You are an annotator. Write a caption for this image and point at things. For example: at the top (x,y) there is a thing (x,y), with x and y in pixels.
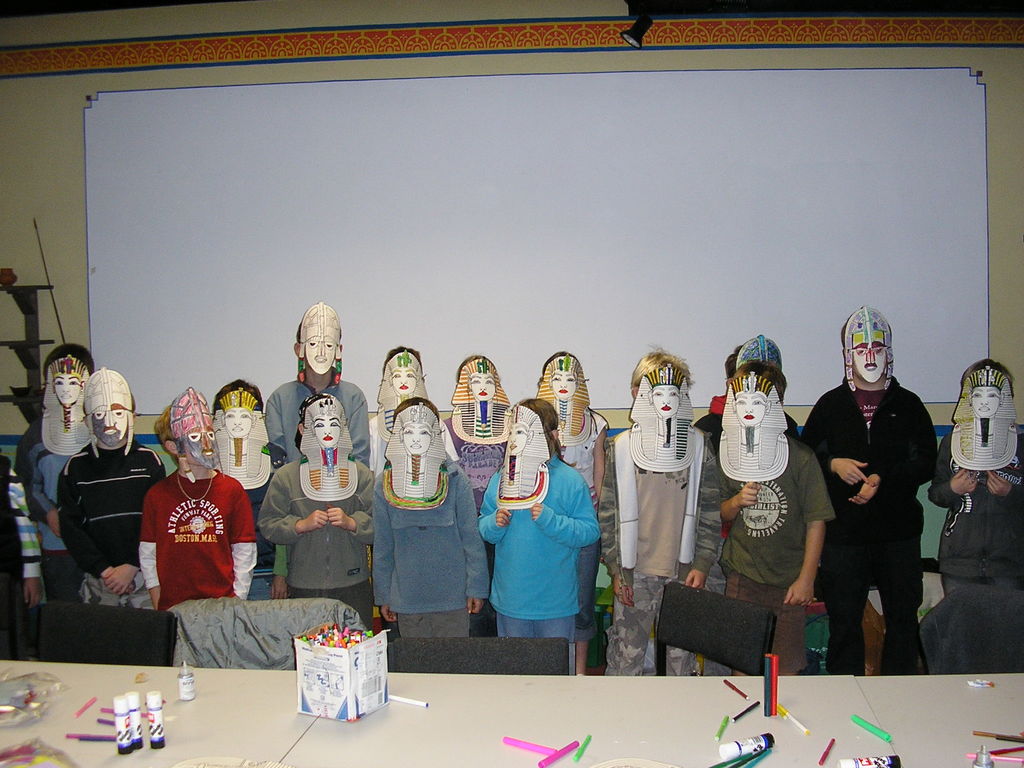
At the bottom of the image (67,730) there is a table (410,751), on the table (433,691) there are some pens (94,735) and bottles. Behind the table (42,728) there are some chairs (512,657). In the middle of the image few persons (626,550) are standing. Behind them there is a wall (68,276), on the wall (74,265) there is a board (967,302).
